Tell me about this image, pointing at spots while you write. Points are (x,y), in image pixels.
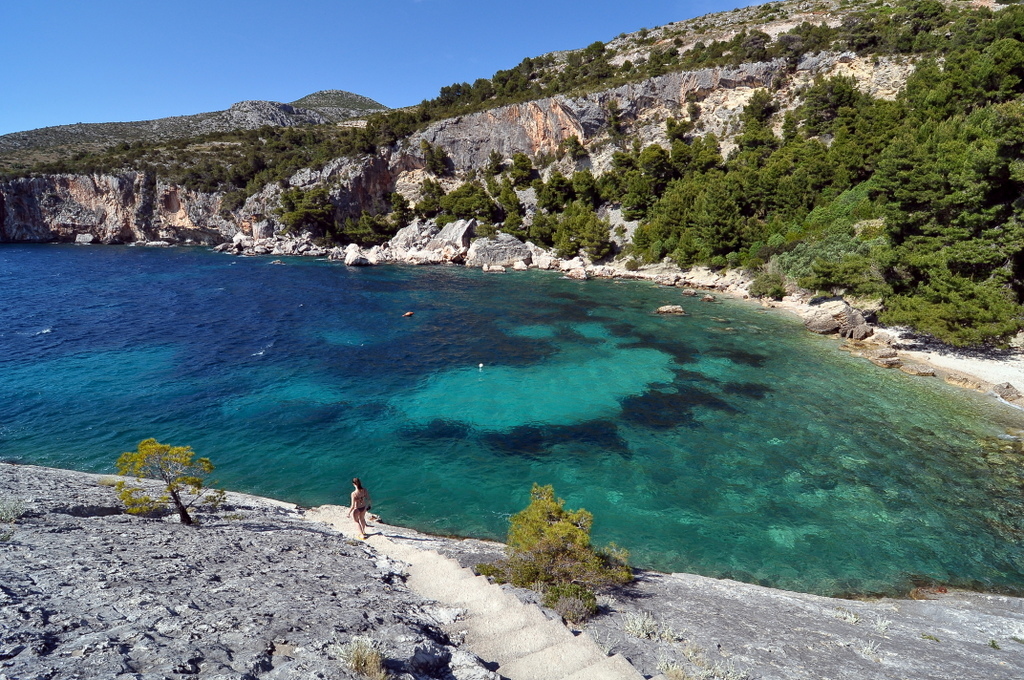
In this image we can see water (425,382), blue sky (242,40), rocks (221,230), trees (931,136), steps (619,676) and person (359,489).
